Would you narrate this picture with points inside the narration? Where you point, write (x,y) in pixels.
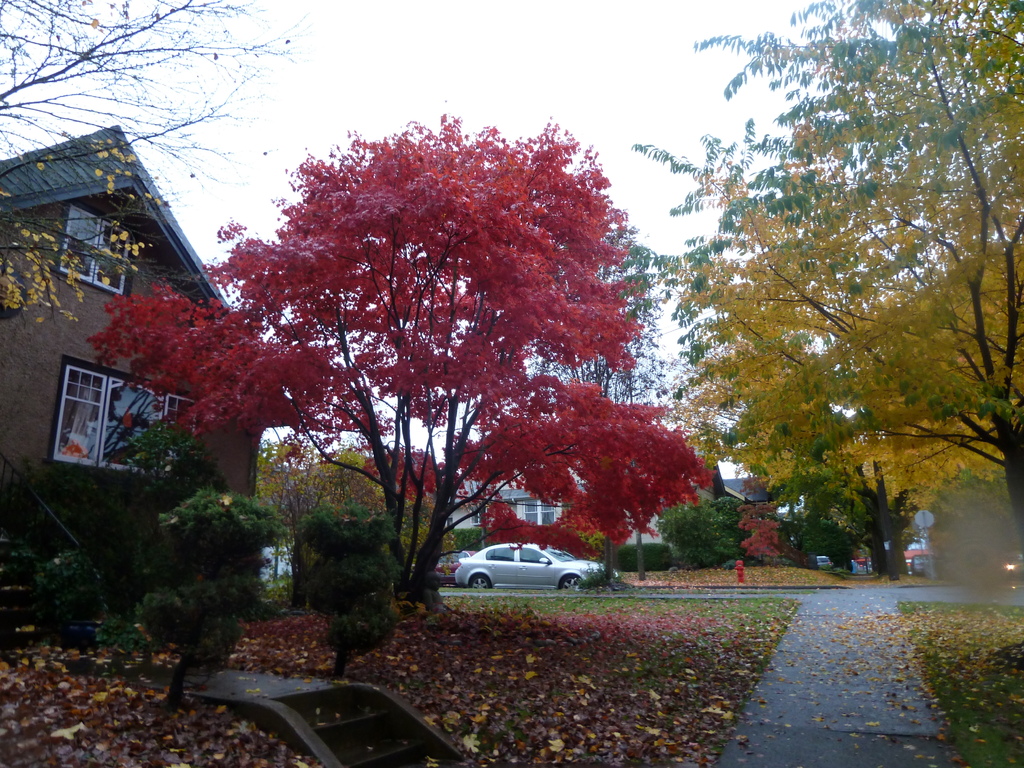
In this image there are some trees (318,532) on the left side (152,514) and in the background (721,496) there are some houses (732,495) and a car (511,585). At the bottom (467,691) there is a walkway (811,662) grass (1015,676) and some dry leaves (417,614), at the top of the image (250,91) there is sky (229,98).
